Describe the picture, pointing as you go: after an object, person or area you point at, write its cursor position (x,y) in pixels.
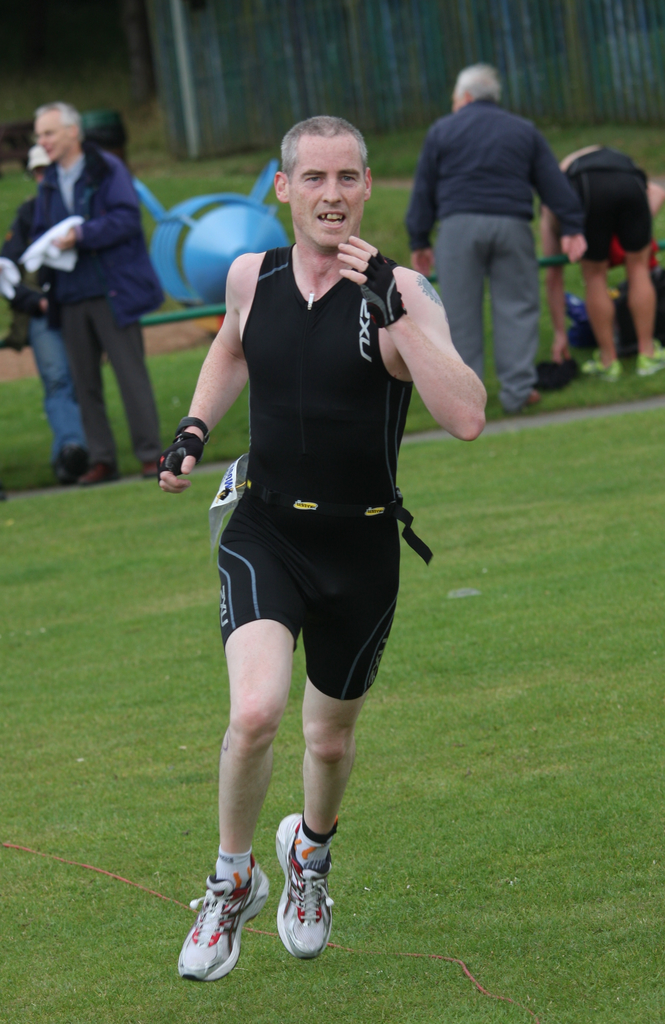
The man (302,431) in front of the picture is running. At the bottom (400,923), we see the grass (448,875). Behind him, we see many people (557,331) are standing. Beside them, we see an object (248,209) in blue color. In the background (227,112), we see a pole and a wall (317,52) which is made up of iron sheets (390,100). This picture is blurred in the background (150,309).
